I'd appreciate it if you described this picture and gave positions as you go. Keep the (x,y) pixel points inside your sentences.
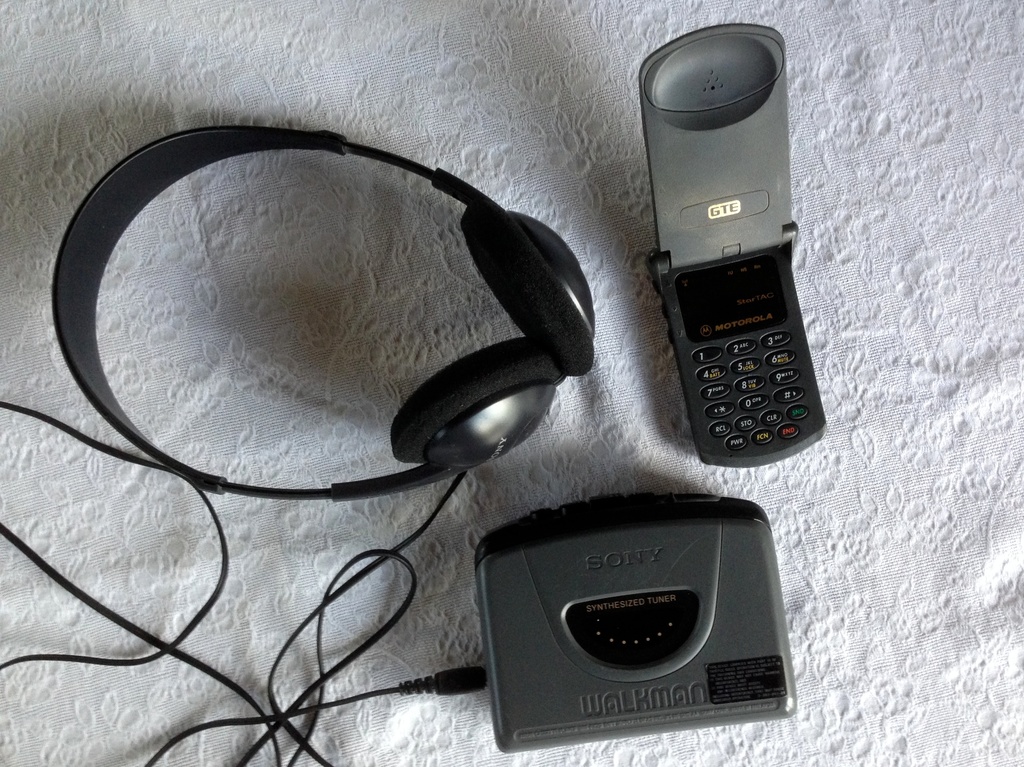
In this image I can see a black colour walkman (641,555), a cell phone (701,279), a headphone (255,136) and a black colour wire (349,582). I can also see a white cloth (563,213) under these stuffs (489,216).
